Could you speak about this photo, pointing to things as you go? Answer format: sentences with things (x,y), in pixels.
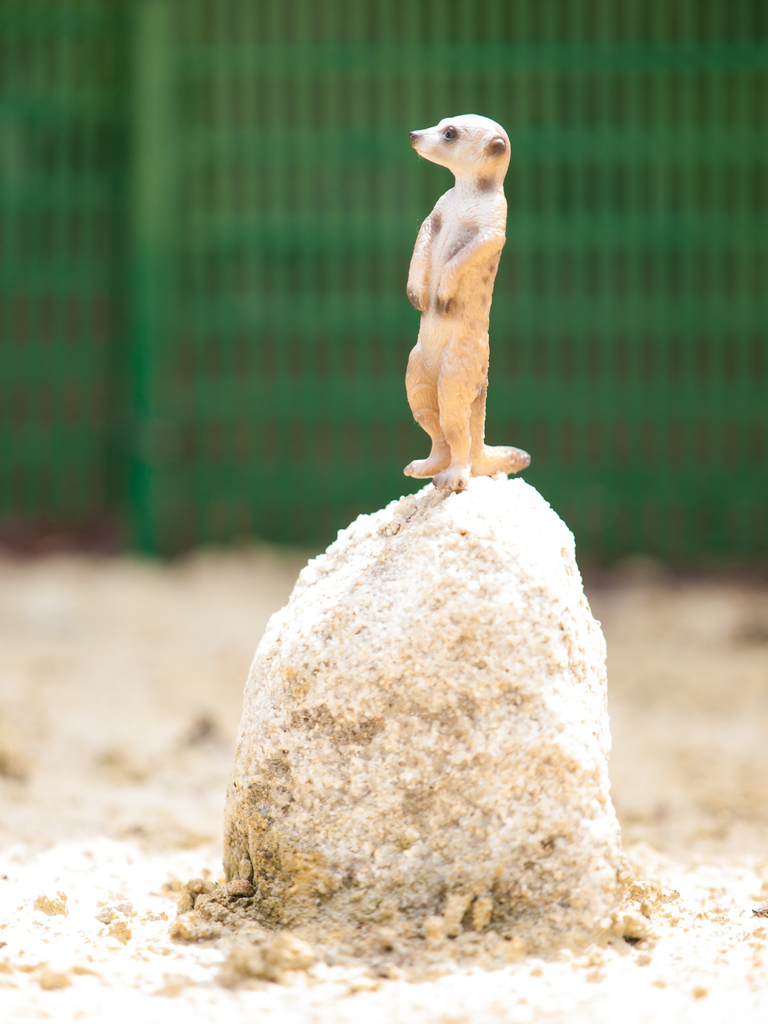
In this image I can see a toy of an animal (468,291) which is white, black and cream in color which is on the object (437,638) which is cream and brown in color. In the background (374,506) I can see the green colored object (274,258).
